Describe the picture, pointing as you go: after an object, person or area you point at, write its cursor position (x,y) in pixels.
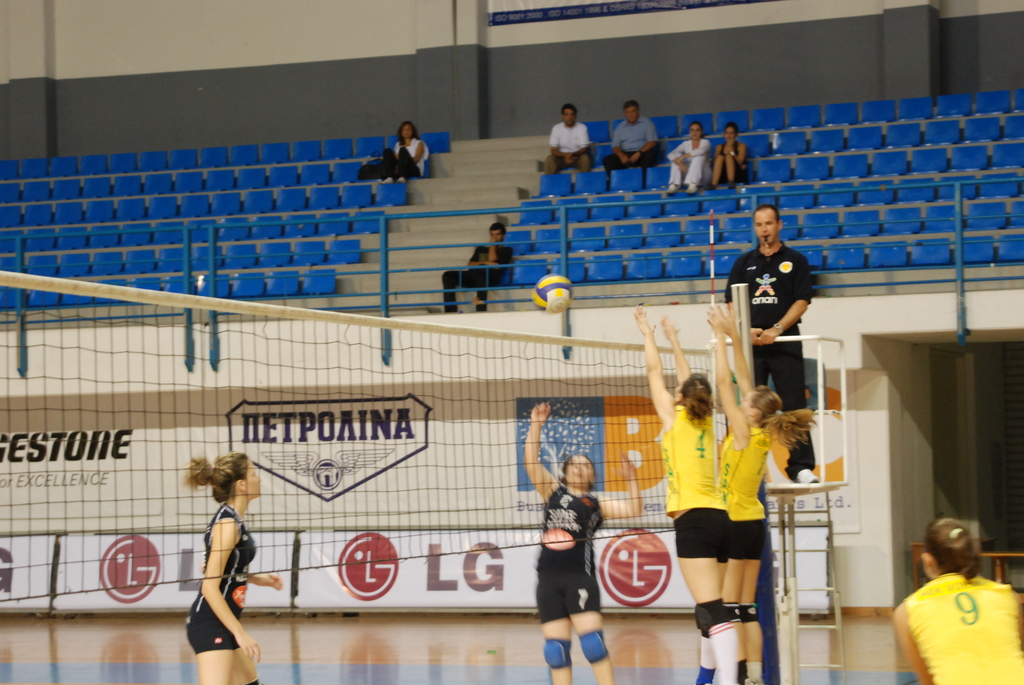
In this picture there are girls (934,665) in the center of the image (668,439) in front of a net (565,369), they are playing and there are people (415,128) those who are sitting on the chairs (791,146) at the top side of the image (611,119) and there are posters (327,453) in the image.
